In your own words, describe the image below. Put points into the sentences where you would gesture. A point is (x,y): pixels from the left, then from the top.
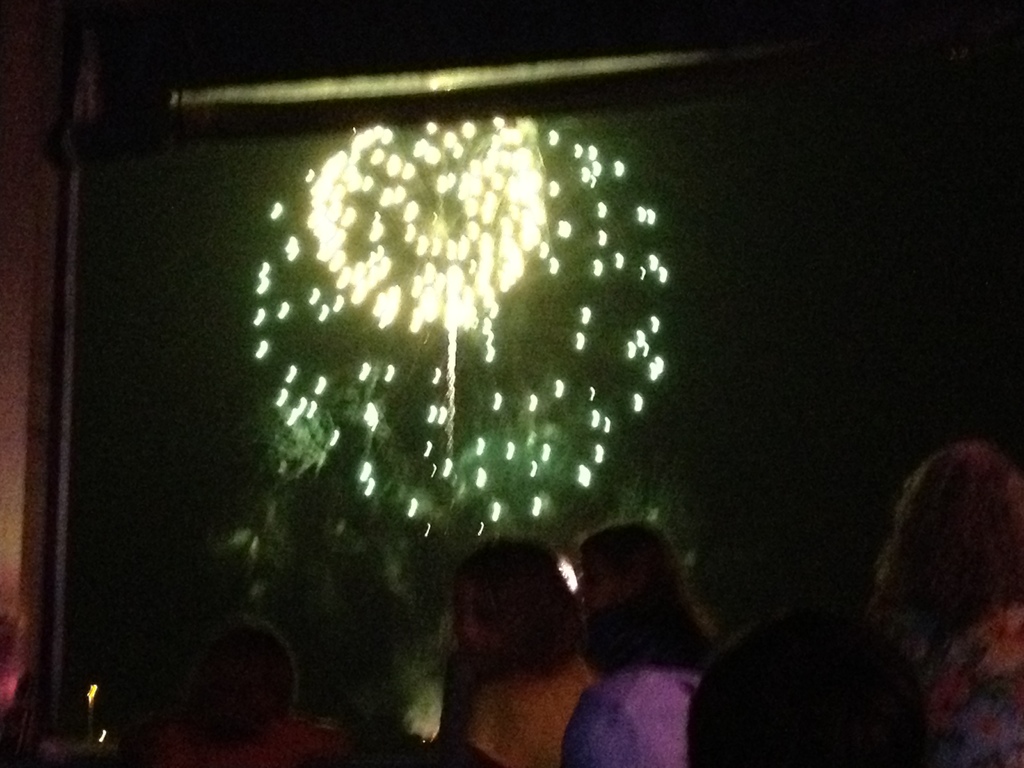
In this image I can see the group of people (524,719). In-front of these people (477,578) I can see the lights (491,227) and there is a black background (371,598).
